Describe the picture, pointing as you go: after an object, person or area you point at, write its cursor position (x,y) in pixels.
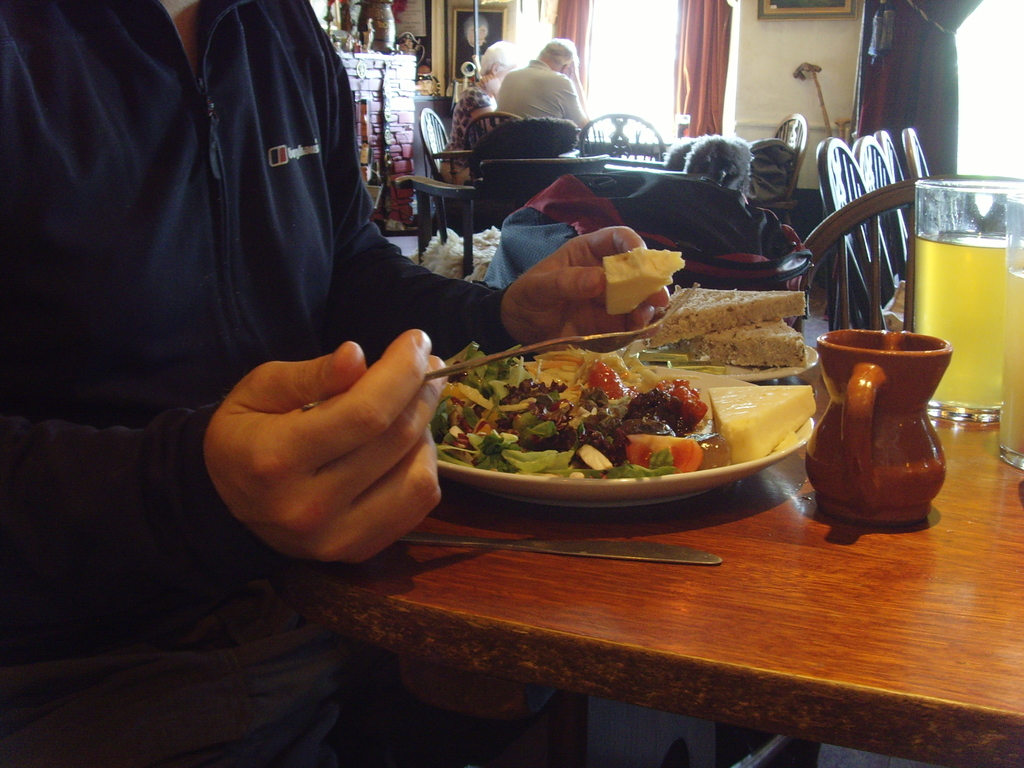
In this image there is a table (832,622), on that table (855,534) there are glasses (962,323), bowl (865,476), plates (677,483) in that plates (583,486) there is food item (630,463), on the left side (204,362) there a person (206,542) holding fork (578,338) in his hand (397,383) and a food item (635,299), in the background (833,200) there are chairs (835,187) and a man (498,104) and woman (475,100) sitting on chairs (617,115) and there are photo frames (782,17) for a wall (800,40) and curtains (911,39).
